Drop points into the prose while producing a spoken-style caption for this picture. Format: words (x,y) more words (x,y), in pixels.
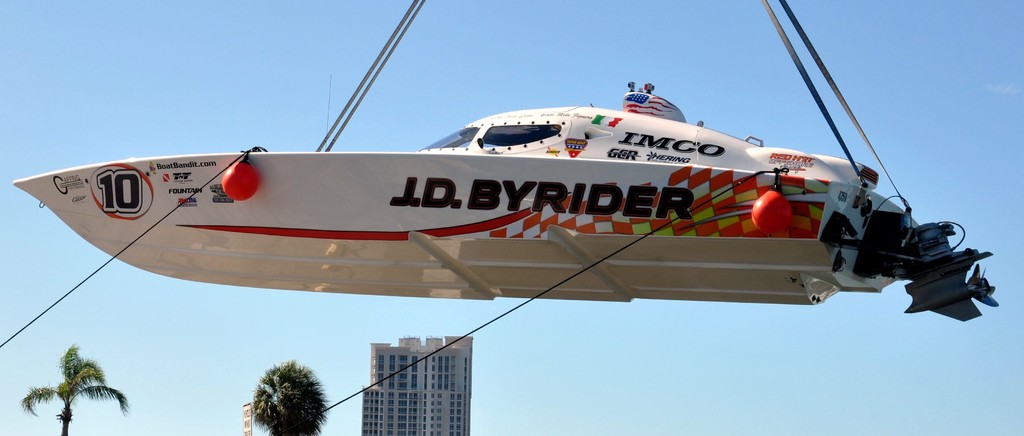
In this picture we can see a boat (311,164) in the air (889,129). There are a few ropes (853,110) on top (771,11). We can see a rope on the left side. There are a few trees (68,360) and a building (365,402) in the background (369,423).
